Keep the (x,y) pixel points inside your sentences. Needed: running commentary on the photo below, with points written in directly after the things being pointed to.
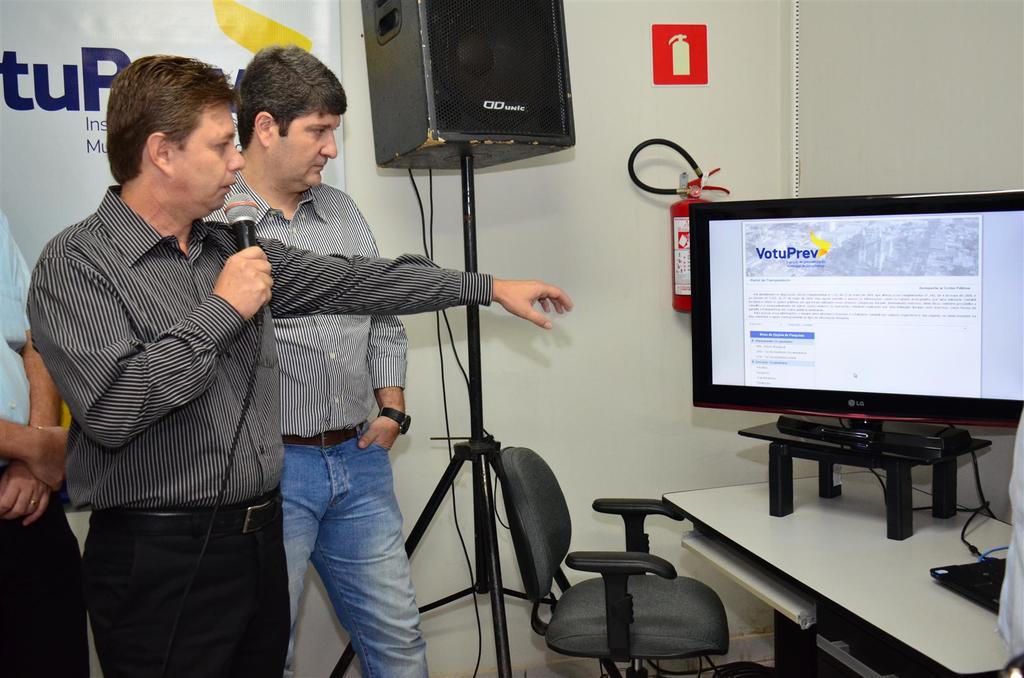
3 people (185,466) are standing at the left (224,467). a person (243,281) at the center (411,292) is holding a microphone (244,225). right to them there is a computer (913,306) on the table (876,528). behind them there is a speaker (459,71), a banner (290,32) and a fire extinguisher (654,142).
